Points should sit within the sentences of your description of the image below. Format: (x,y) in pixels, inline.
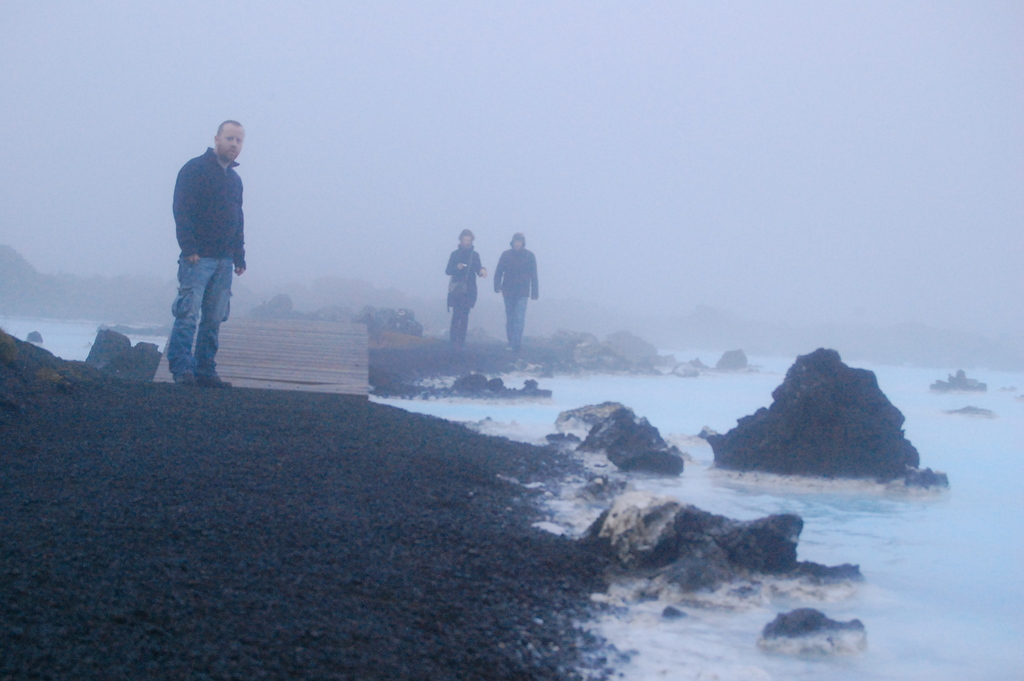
This picture is taken on the shore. Towards the left (182,362), there is a man (199,224) standing on the shore (263,403), he is wearing a black jacket (214,252) and blue jeans (205,365). Behind him, there is a bridge (305,324). In the center (521,329), there are two women (508,340) wearing black jackets (471,276). Towards the right (873,618), there is water (874,635) with stones (788,460). At the top (489,135), there is a sky (681,116).
